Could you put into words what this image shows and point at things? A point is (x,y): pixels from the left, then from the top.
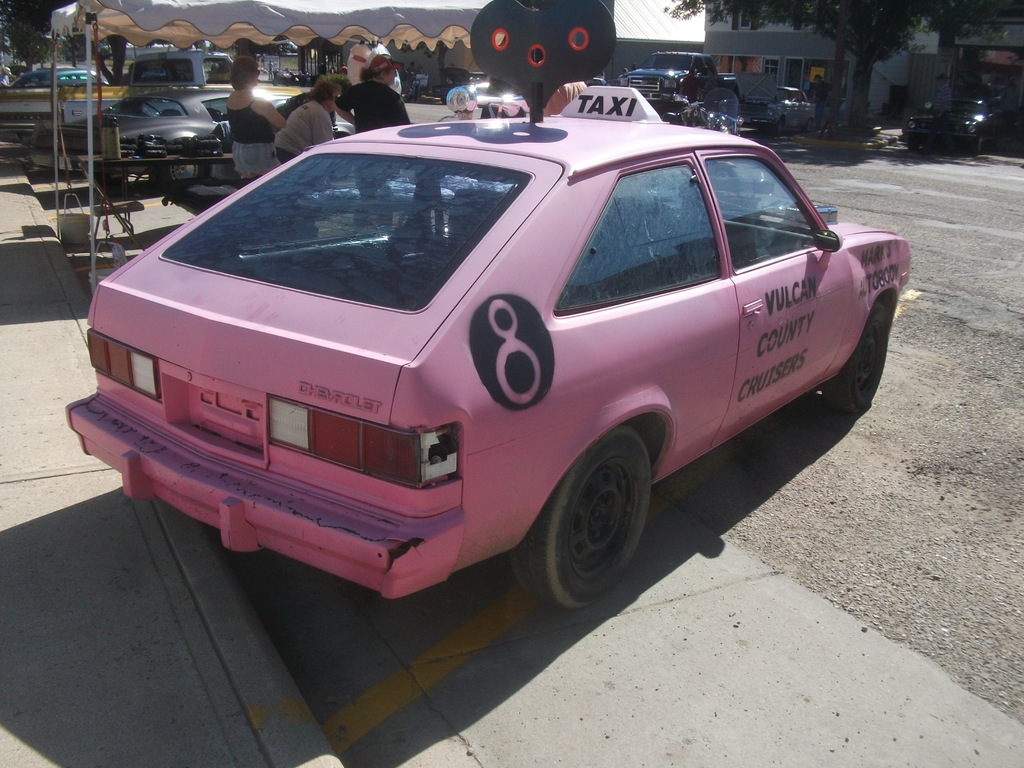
As we can see in the image there are cars (413,233), buildings (752,69), tree (824,13) and few people (307,95) here and there.
